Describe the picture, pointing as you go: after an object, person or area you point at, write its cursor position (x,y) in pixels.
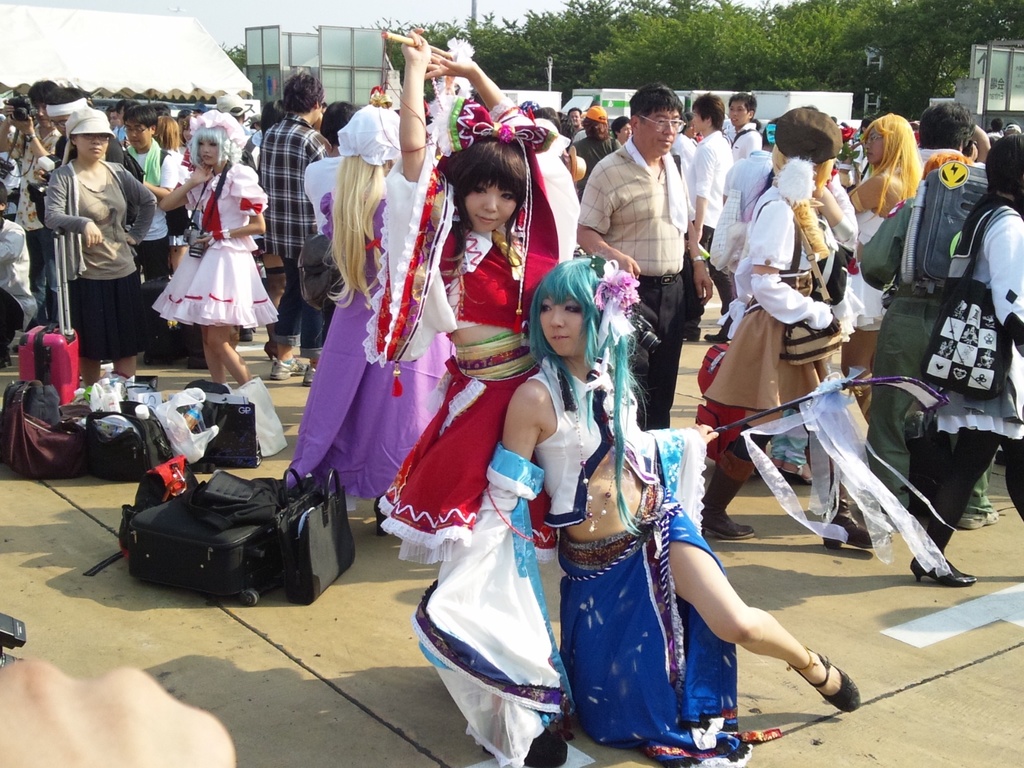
There are two women (518,413) dancing. These are the luggage bags (233,452), which are kept on the ground (62,527). There are groups of people (308,171) walking. In the background (176,53), I think this is a tent (161,72). I can see the trees (787,39).
